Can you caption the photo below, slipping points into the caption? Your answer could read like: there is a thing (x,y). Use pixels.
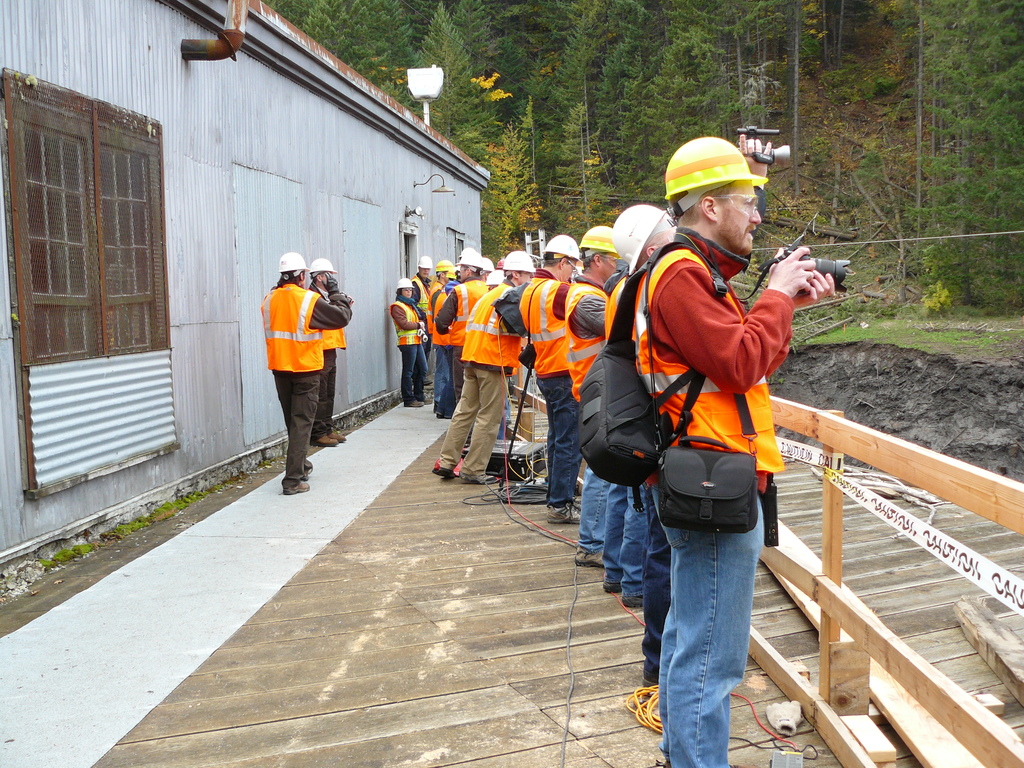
In this image we can see few people (464,331) standing near the wooden fence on the floor (446,540), two of them are holding cameras (773,130), there are wires (520,494) a black color object (517,475) on the floor (812,494), in the background (671,27) there are few trees (853,56) and on the left side (294,196) there is a building (226,195) with a window (50,209) and mesh (43,151) to the window (80,196) and there is a light (434,191) attached to the building (437,168).
